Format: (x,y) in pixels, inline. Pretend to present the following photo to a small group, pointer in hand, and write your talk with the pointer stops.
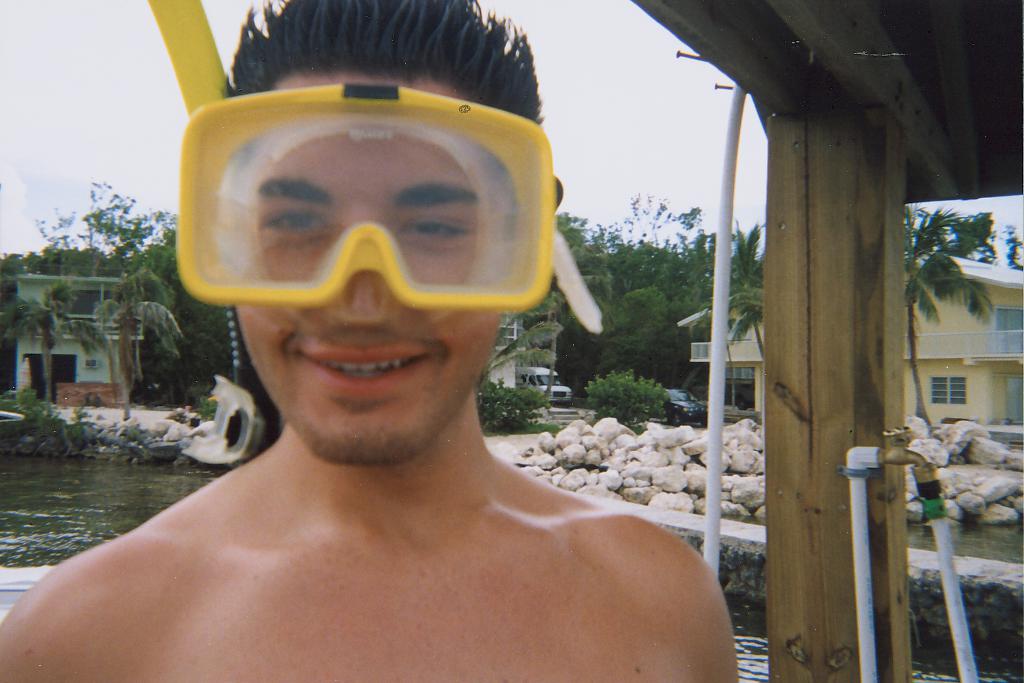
In this image there is a person (519,481) wearing glasses (511,237), in the background (22,523) there is a lake (103,502), road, stones (592,444), houses (40,357), trees (651,329) and the sky (711,85), on the right side (818,371) there is a wooden pillar (847,169) and tap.
